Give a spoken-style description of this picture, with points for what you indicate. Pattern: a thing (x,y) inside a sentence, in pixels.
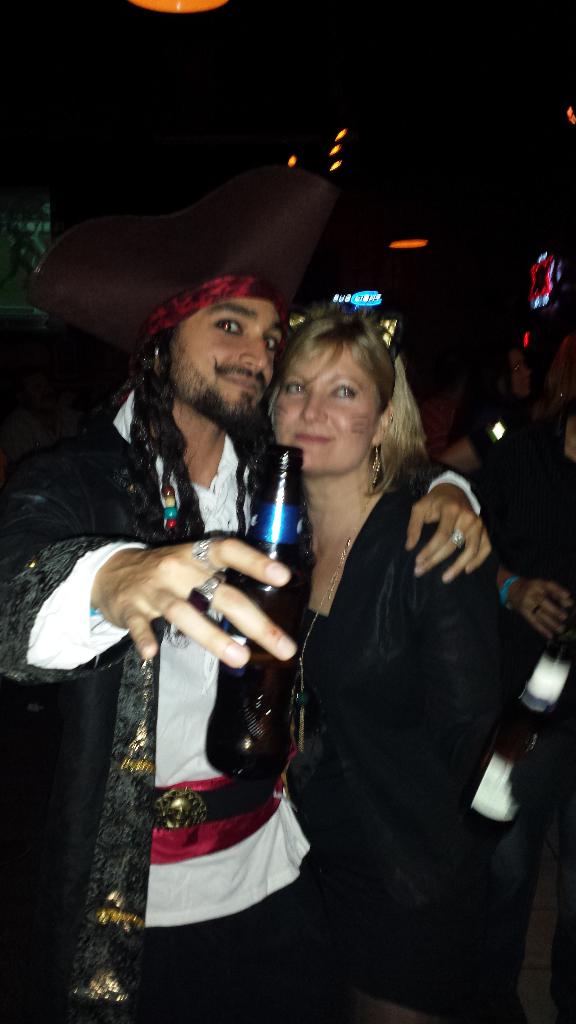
In front of the image there is a person (212,439) holding the bottle (271,469). Beside him there is another person (373,809). Behind them there are a few other people (550,728). In the background of the image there are display boards (543,297). At the top of the image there are lights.
